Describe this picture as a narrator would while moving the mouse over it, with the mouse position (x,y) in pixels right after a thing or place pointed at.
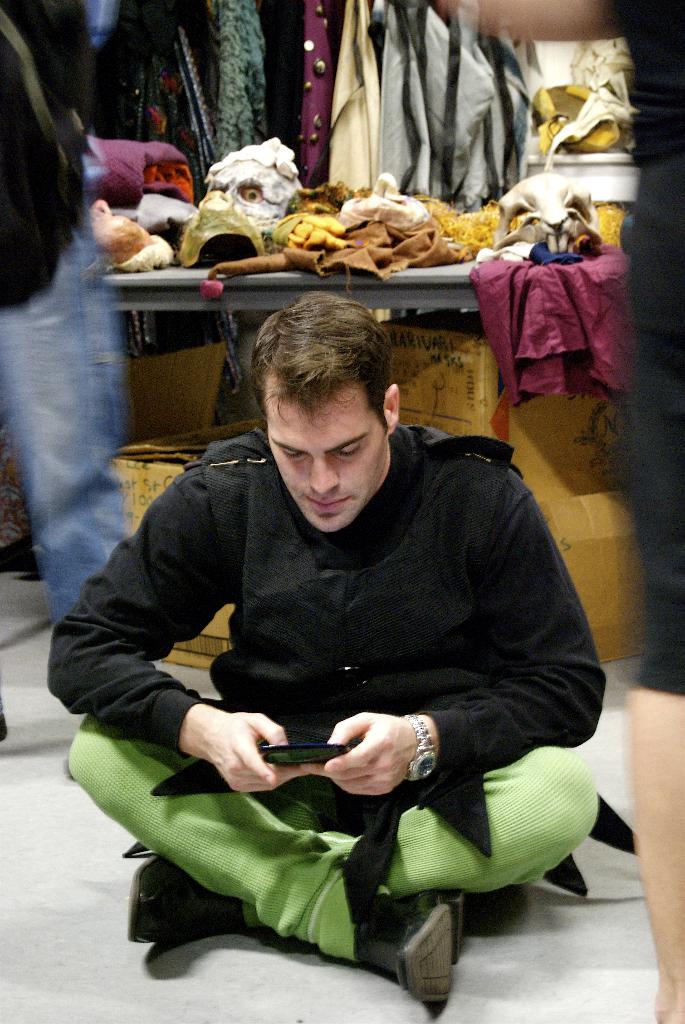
In this image I can see a man (242,588) is sitting on the floor (259,962). I can see he is wearing black colour dress (374,621), green pant (261,875), black shoes (412,961), a watch (411,768) and I can see is holding a black colour thing (346,751). In the background (407,98) I can see number of clothes (491,93), few boxes (157,382), few tables (297,279) and on the both side of this image I can see two persons (59,68) are standing.
